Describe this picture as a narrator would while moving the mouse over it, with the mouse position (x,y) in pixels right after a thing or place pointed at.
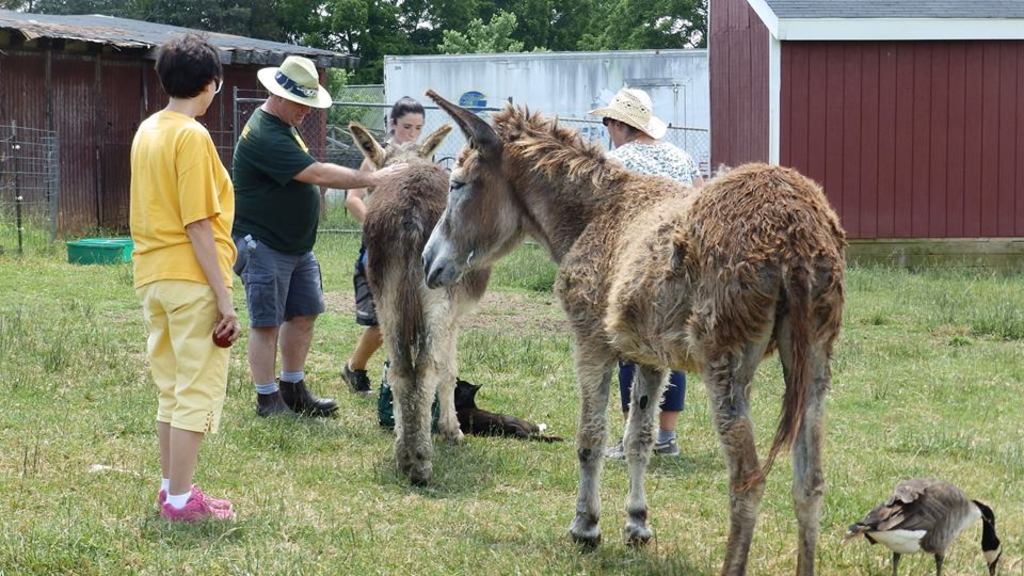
In this image I can see an open grass ground (758,384) and on it I can see two donkeys (623,291), four persons (650,139), a bird (907,486) and a black colour thing (526,435). I can also see two persons (615,134) are wearing hats (270,77). In the background (117,225) I can see a green colour thing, few shacks (106,46), the iron fences (341,101) and number of trees (337,68). In the front (184,177) I can see one person (147,138) is holding a red colour thing (223,345).
